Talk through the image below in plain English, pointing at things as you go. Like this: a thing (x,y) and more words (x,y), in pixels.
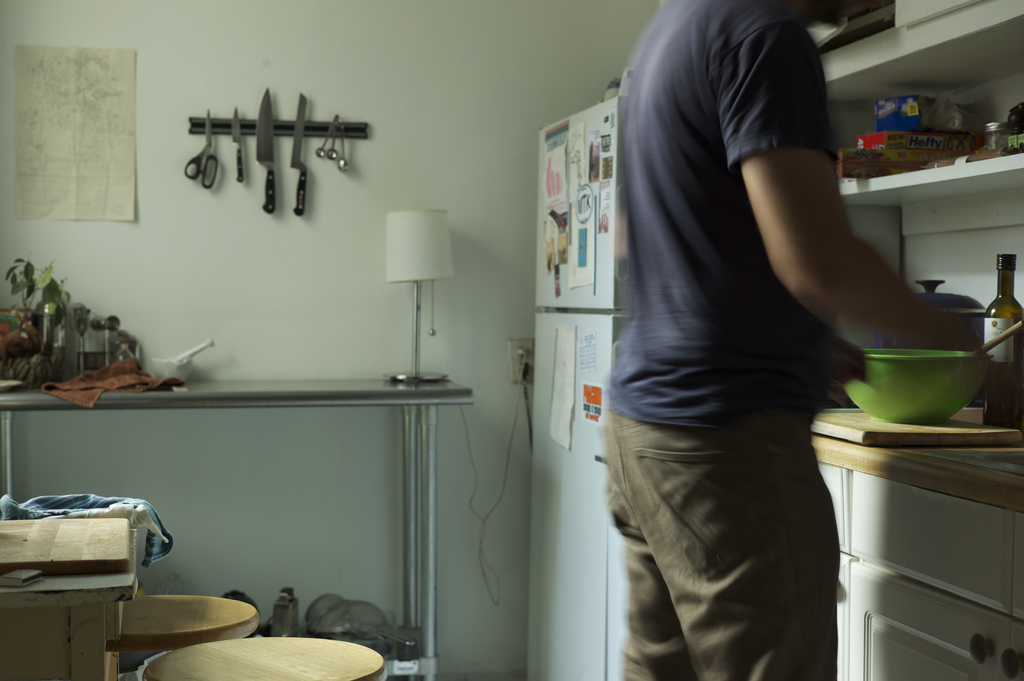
In this Image I see a person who is standing and there is a refrigerator (580,668) side to him and there is rack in front of him and there are few things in it. In the background (448,388) I can see a table (335,387) and a lamp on it and I can also see the wall (314,348) and few knives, scissor (206,184) and a paper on it.
